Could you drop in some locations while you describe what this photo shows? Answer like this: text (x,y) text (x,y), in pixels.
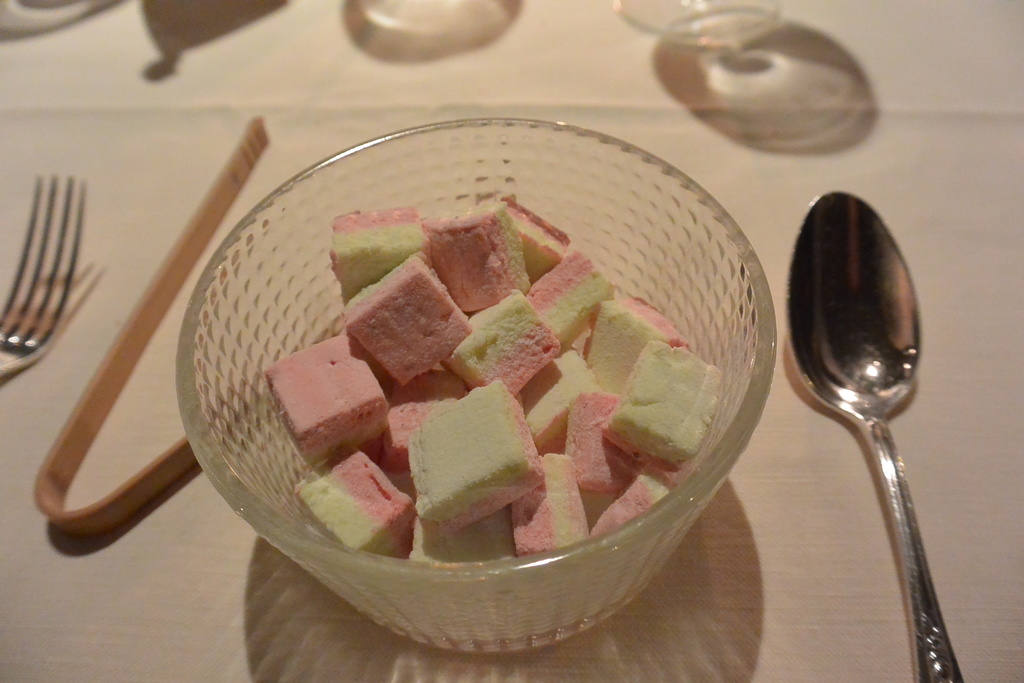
In this image at the bottom (279,625) there is a table (727,185), and in the center (607,278) there is a bowl (482,155). In the bowl (252,350) there are some food items (576,282), and also there are spoons (862,290) fork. And at the top of the image (719,49) there are glasses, and on the left side of the image (209,217) there is some object (103,407).
